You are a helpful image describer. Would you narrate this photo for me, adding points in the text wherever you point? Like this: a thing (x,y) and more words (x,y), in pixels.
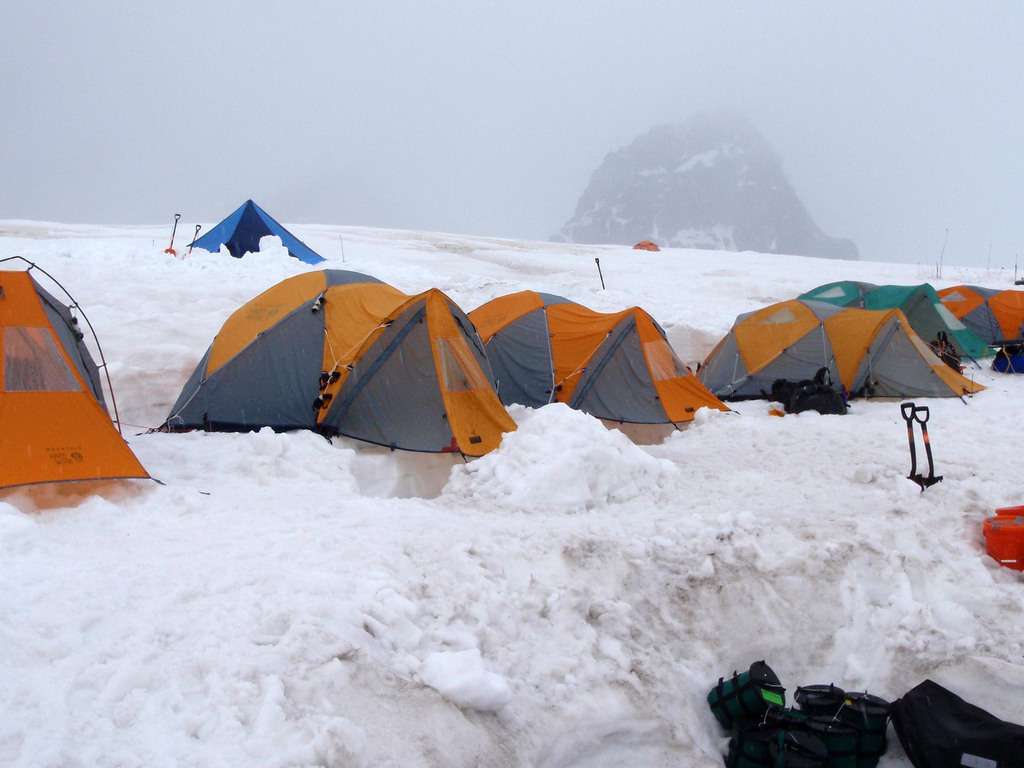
In the image on the ground (190,362) there is snow (62,547). And also there are many tents (504,324), spades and some other things (885,708). In the background (760,209) there is a hill (772,201) covered with snow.
